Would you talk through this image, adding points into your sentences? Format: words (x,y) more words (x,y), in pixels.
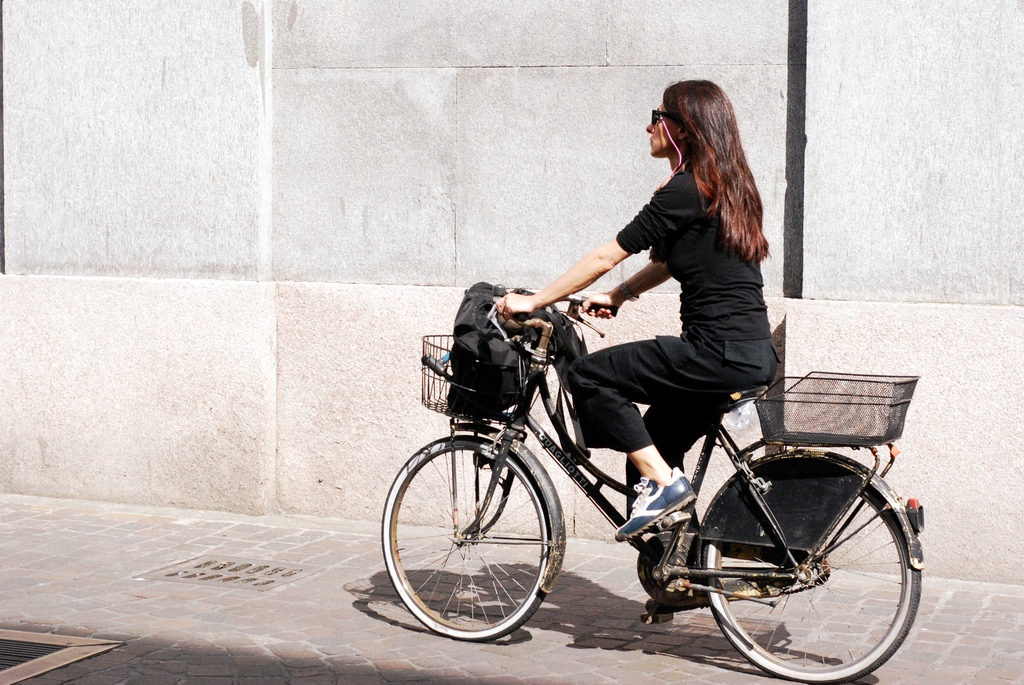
In this picture we can see a woman (696,265) riding a bicycle (541,467), bicycle (528,452) contains baskets (846,406) in the front (504,406) and back, in the background (502,213) we can see a wall (476,151).
